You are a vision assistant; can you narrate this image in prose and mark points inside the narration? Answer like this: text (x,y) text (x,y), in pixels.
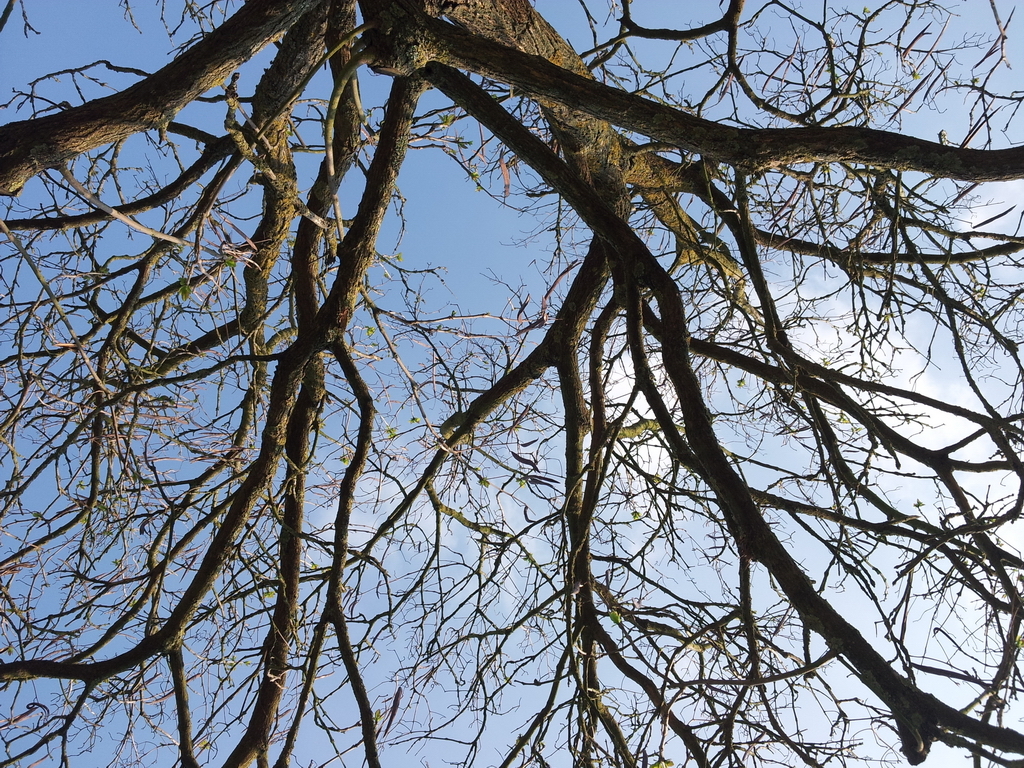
In this image, I can see a tree (325,330) with branches (815,367) and stems (294,467). In the background (473,241), there is the sky (524,234).
